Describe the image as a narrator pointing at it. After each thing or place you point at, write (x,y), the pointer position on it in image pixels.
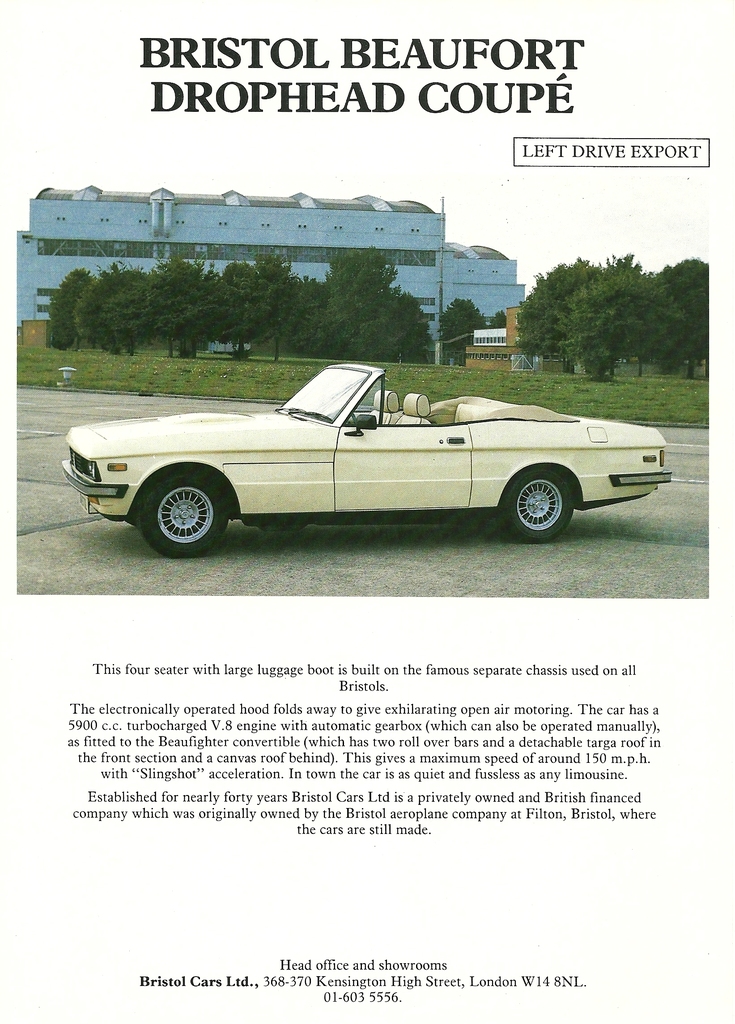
In this picture we can see a poster (324,585), in the poster (168,407) we can find a car (543,488), few trees (660,336), buildings (427,295) and some text (461,725).
